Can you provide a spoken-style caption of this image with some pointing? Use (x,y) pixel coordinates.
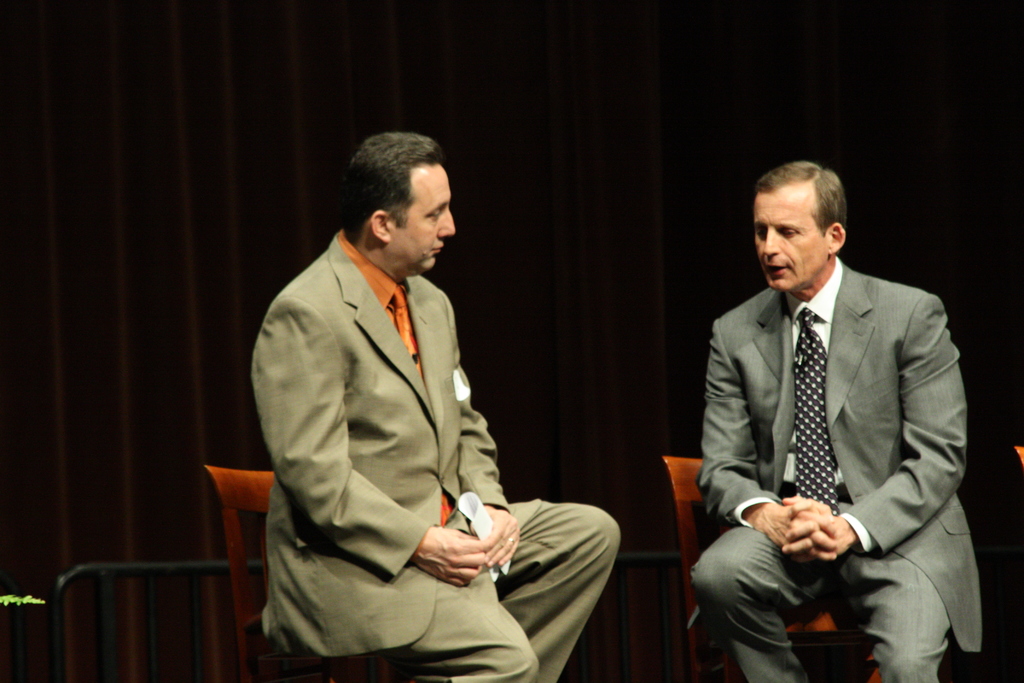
In this picture, there are two men (886,453) sitting on the chairs (681,526). Both of them are wearing blazers (716,419), trousers (766,550) and ties (800,393). In the background (434,111), there is a curtain (625,175).
